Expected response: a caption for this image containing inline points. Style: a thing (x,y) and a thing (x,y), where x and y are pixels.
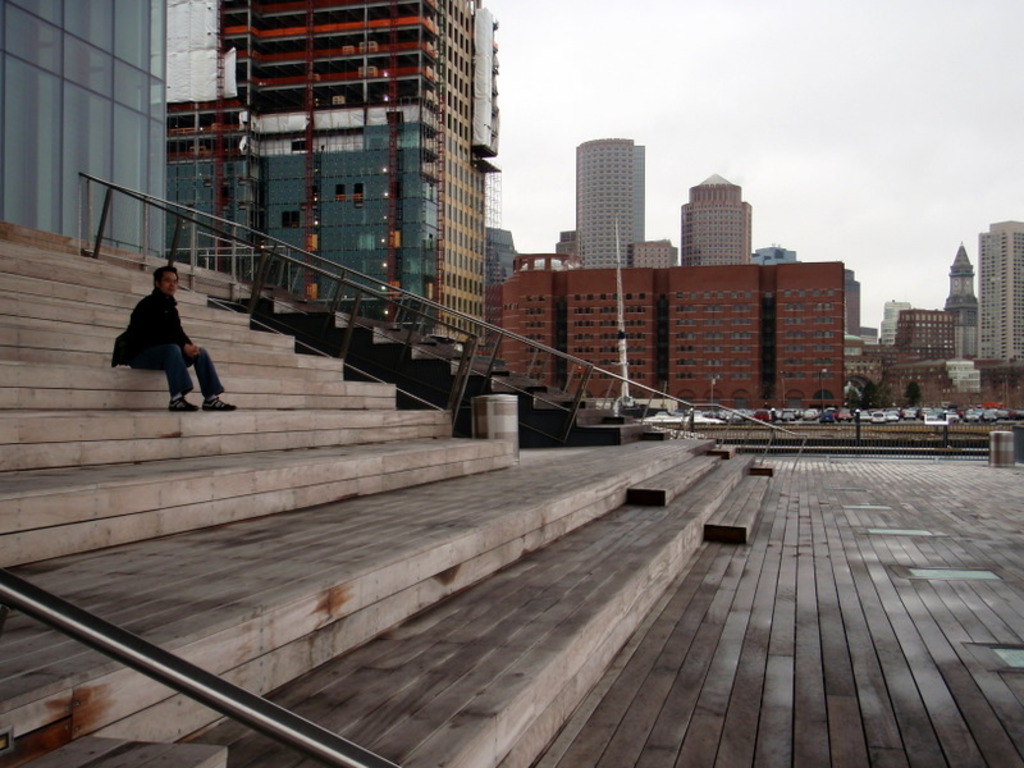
In this image there are few buildings (527,352), a person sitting on the stairs (526,453), few vehicles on the road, a fence (822,445), a pole (619,293) and the sky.
